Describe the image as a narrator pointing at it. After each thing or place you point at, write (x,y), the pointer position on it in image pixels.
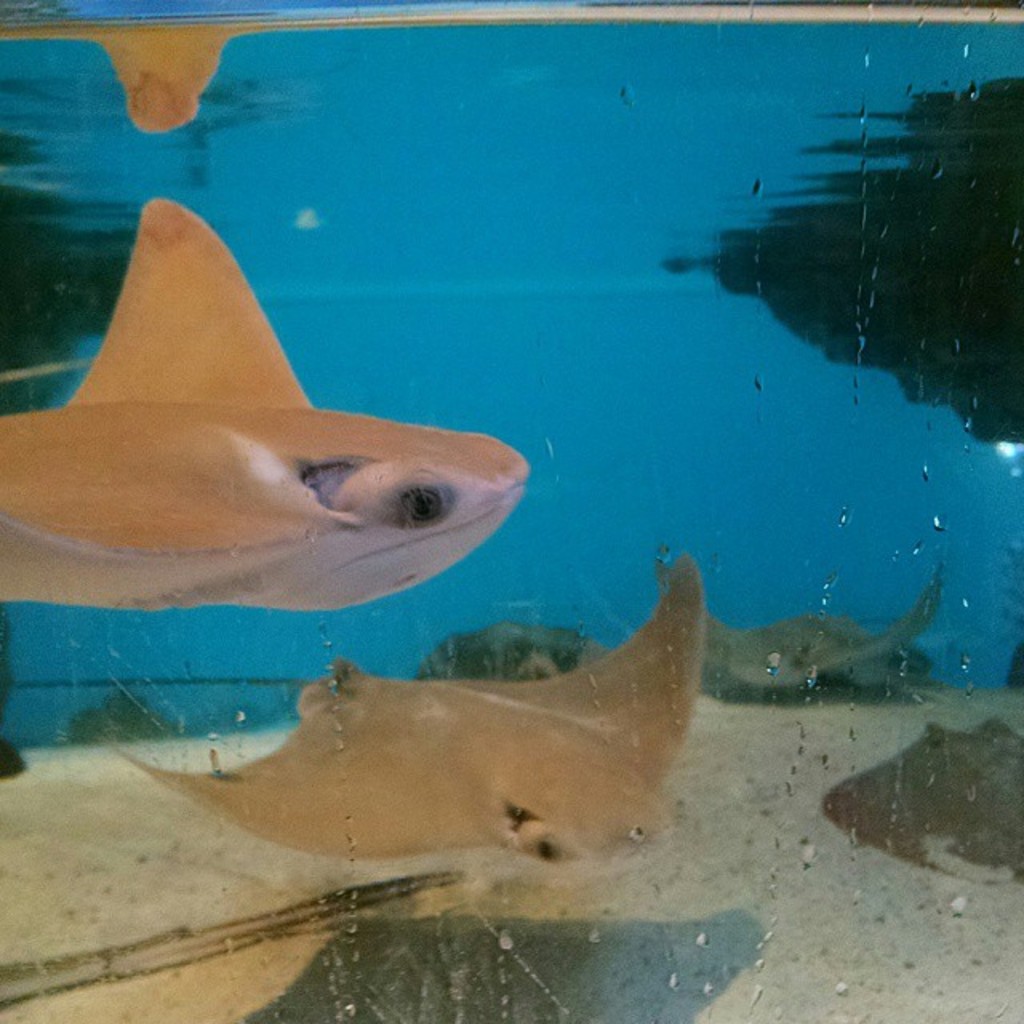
Here in this picture we can see fishes (166,211) present in an aquarium (454,331).
